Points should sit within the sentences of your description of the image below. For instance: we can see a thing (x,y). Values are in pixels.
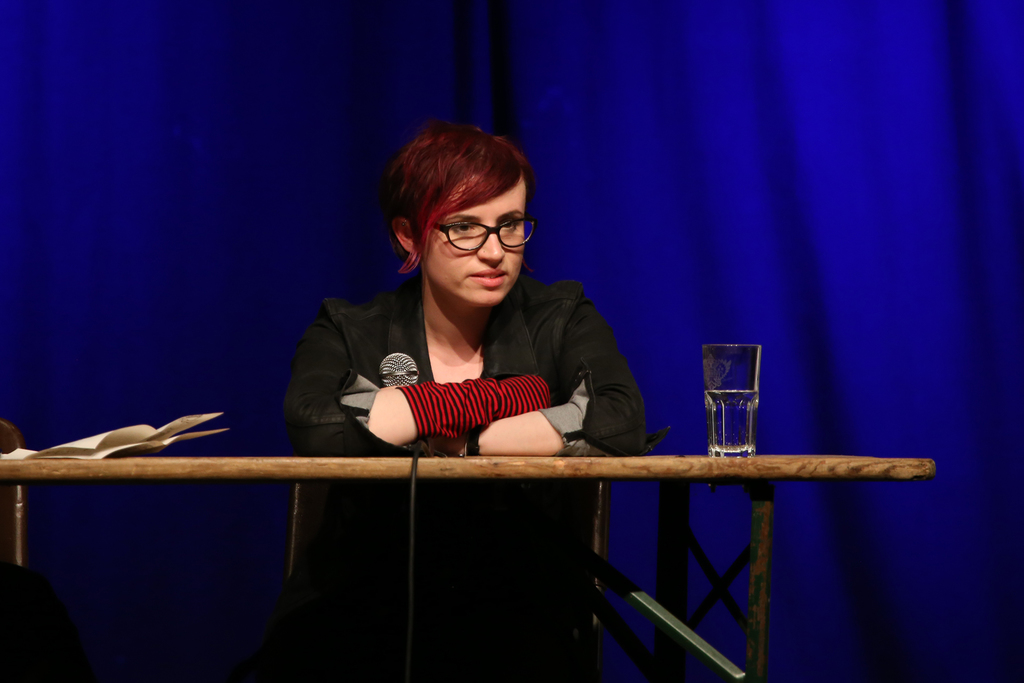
In the middle of the image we can see a table (725,461), on the table (681,461) we can see a glass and paper (159,428). Behind the table (440,477) a woman (405,393) is sitting and holding a microphone (413,373). Behind her there is a curtain (291,309).
